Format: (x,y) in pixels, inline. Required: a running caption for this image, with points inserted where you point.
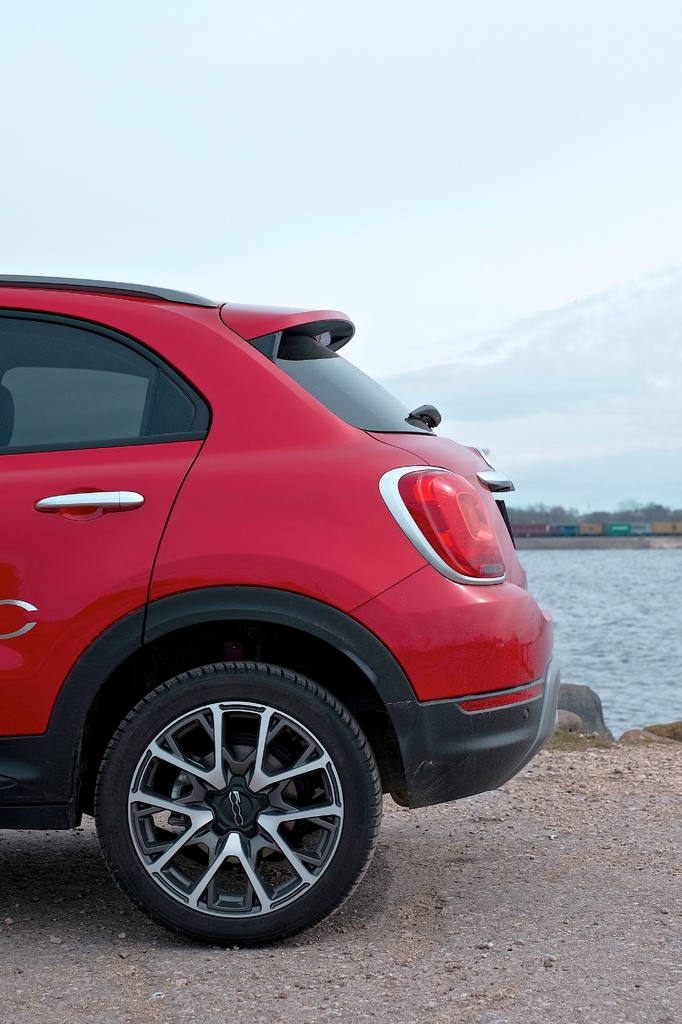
In the center of the image (294,646) we can see one car (267,590), which is in red color. In the background (411,216), we can see the sky (576,470), clouds (576,447), trees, one train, water (642,568), stones (578,695) etc.
